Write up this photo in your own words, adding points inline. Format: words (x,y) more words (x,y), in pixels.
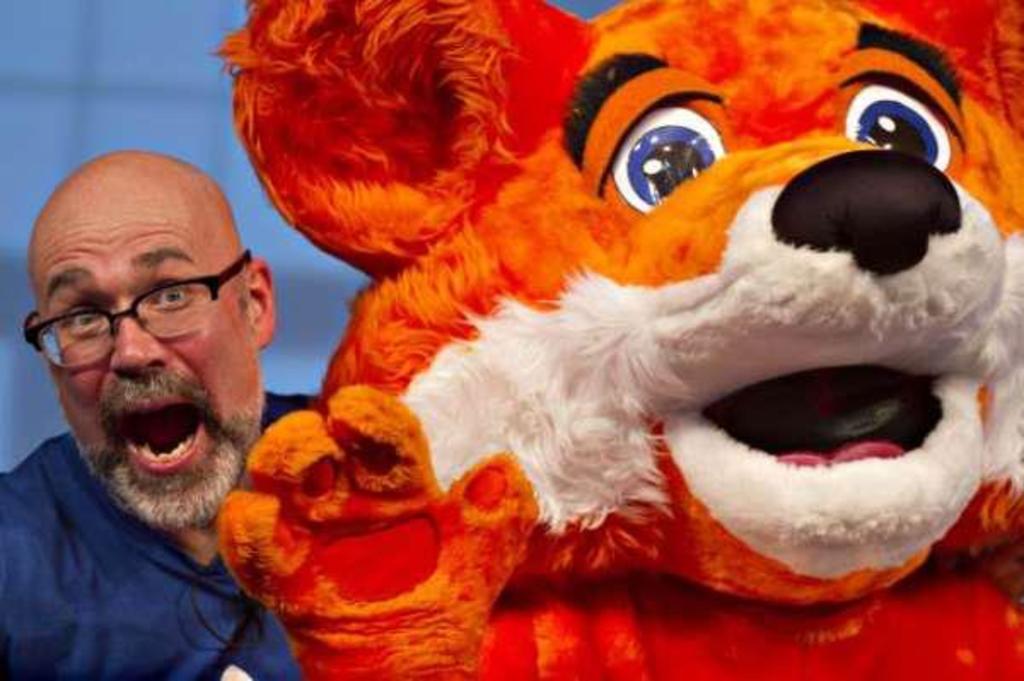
In this image I can see a person (263,676) and another person (609,336) in costume (698,397). In the background (212,106) I can see blue color. This image is taken may be on the stage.
